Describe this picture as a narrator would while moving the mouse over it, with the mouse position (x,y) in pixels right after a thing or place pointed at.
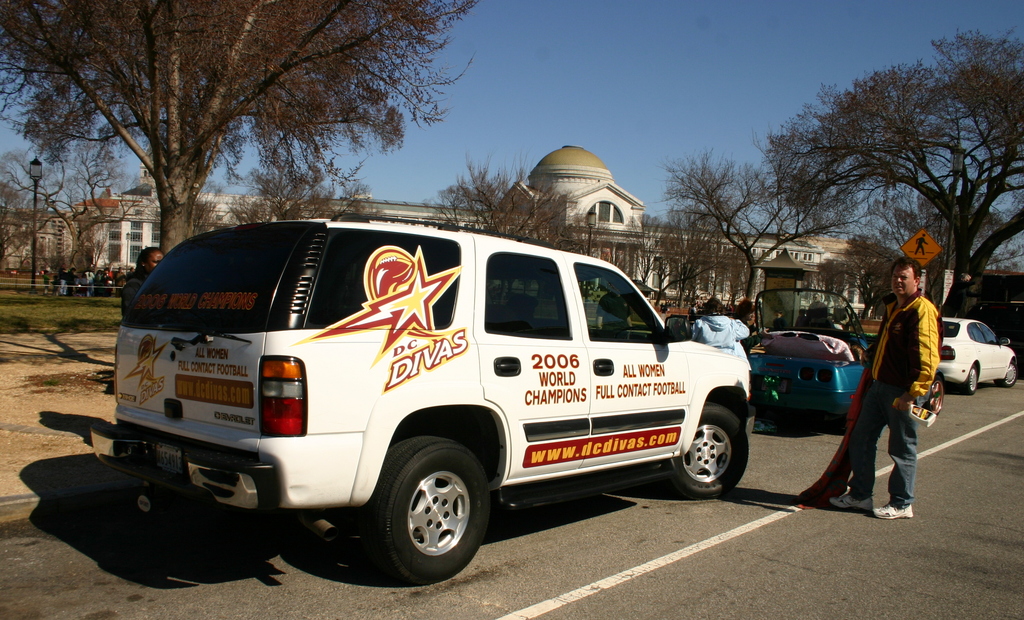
The picture is taken outside a city (146,464). In the foreground of the picture (362,489), on the road (946,575) there are people (749,326) and cars (530,364). In the center of the picture (671,254) there are trees (72,252), sign board (927,244), streetlight (35,260), people (65,272) and grass (50,331). In the background (602,186) there is a building (591,202). Sky (633,113) is clear and it is sunny.
